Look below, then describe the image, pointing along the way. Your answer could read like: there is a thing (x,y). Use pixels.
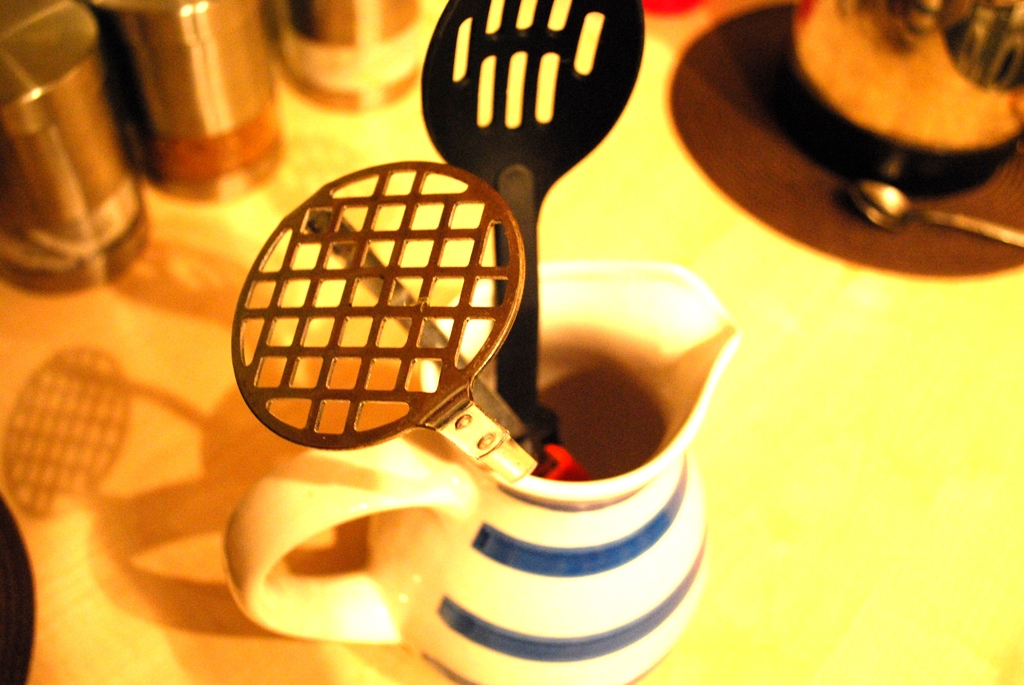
In this picture we can see spoon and few objects (12,158) on the platform (911,291). In a holder (704,550) we can see objects (323,403).
